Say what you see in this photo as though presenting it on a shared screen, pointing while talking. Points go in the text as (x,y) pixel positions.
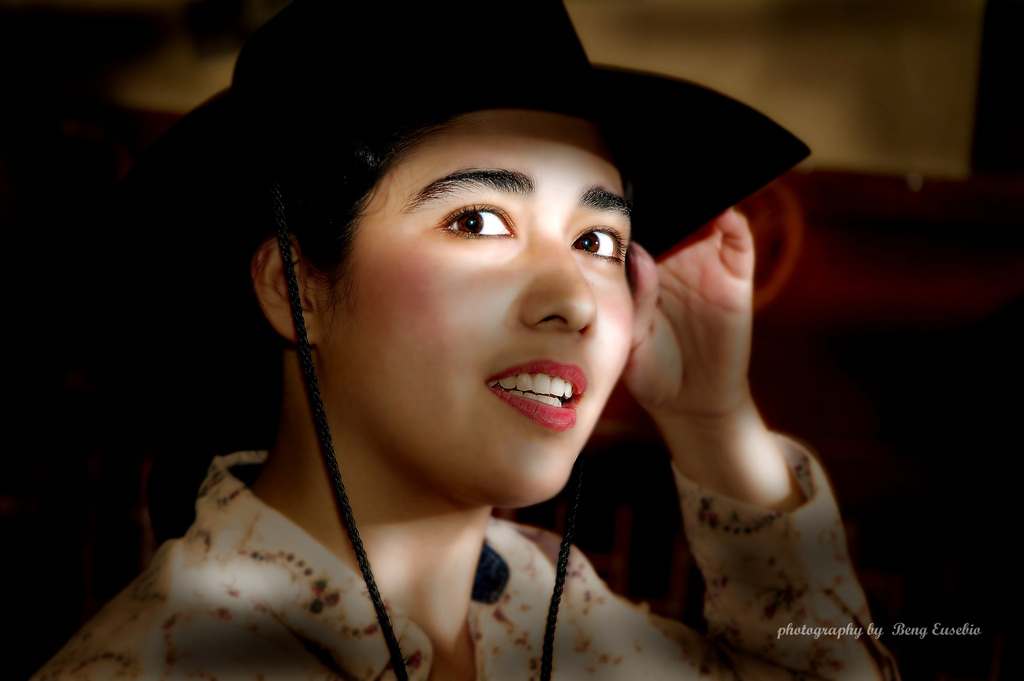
In this image we can see a woman (473,203) wearing the hat (731,123). In the bottom right corner (898,630) we can see the text (964,633).
